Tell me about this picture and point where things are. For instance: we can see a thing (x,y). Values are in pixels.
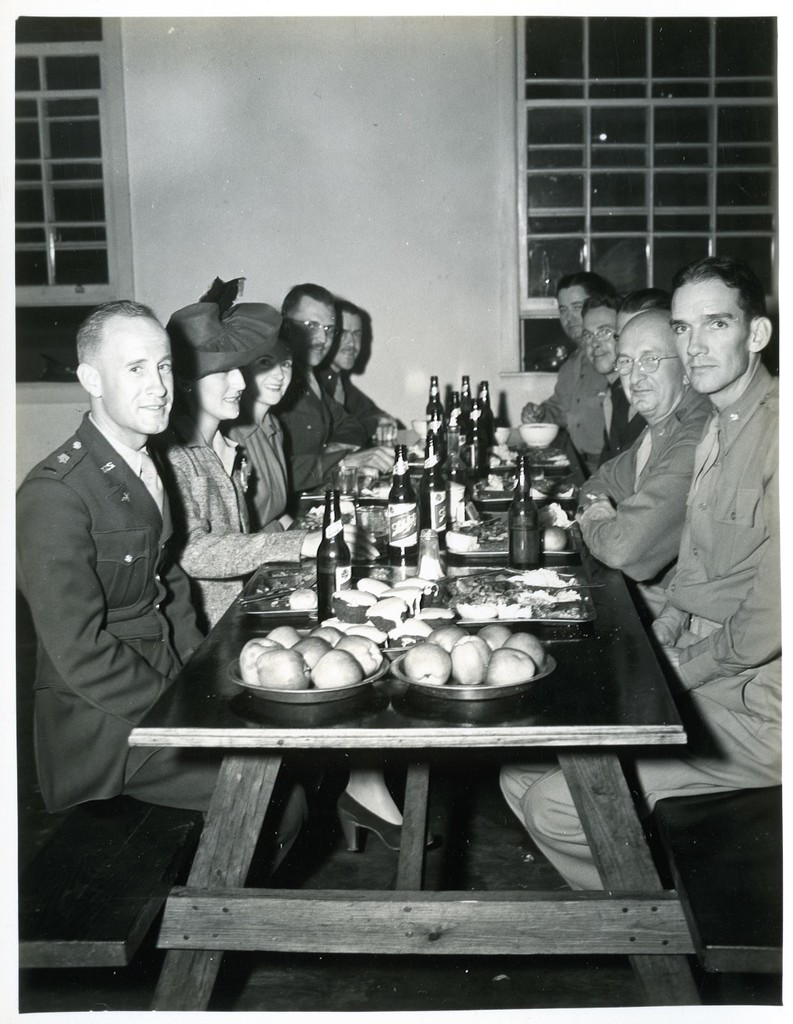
There are group of persons (284,389) sitting in front of a table (571,679) and there are some eatables (450,542) and drinks (406,510) on the table (456,563) and there is a window (599,138) in the background (579,159).
